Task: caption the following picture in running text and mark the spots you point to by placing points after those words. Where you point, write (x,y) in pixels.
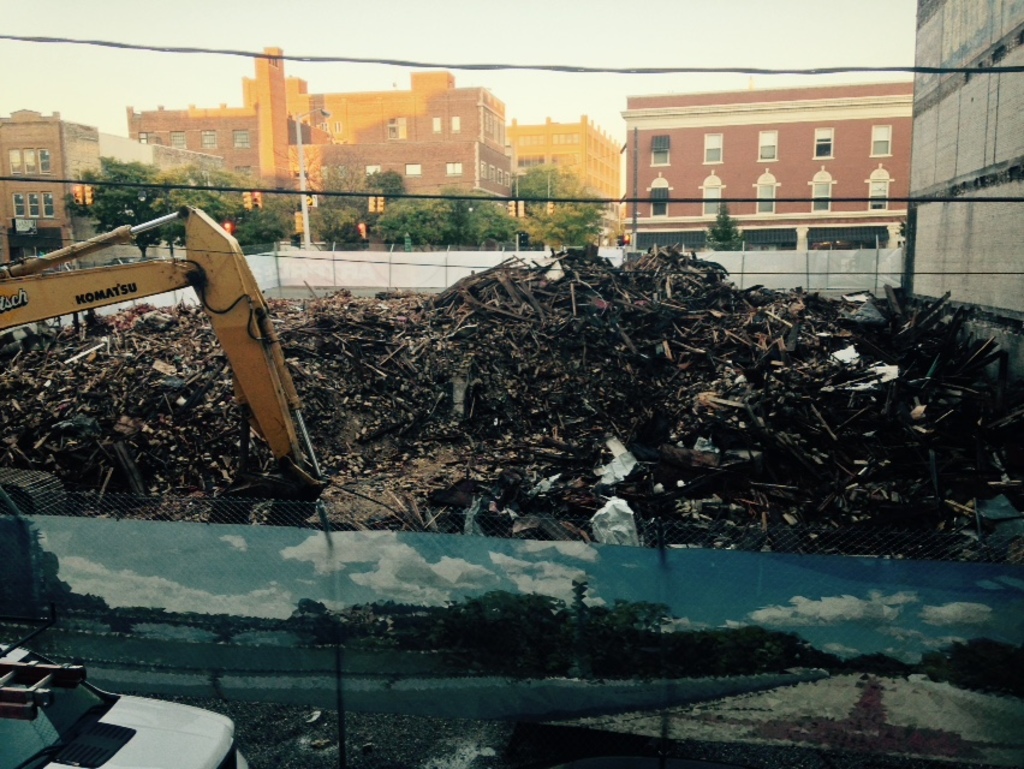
This image shows a banner (758,670) on a fence (155,520). We can see a vehicle (268,481), garbage (516,432), buildings (20,134), trees (346,224), poles (303,236) and sky (744,48). And we can see a vehicle (188,713), ground (274,728) and trees (739,660).
